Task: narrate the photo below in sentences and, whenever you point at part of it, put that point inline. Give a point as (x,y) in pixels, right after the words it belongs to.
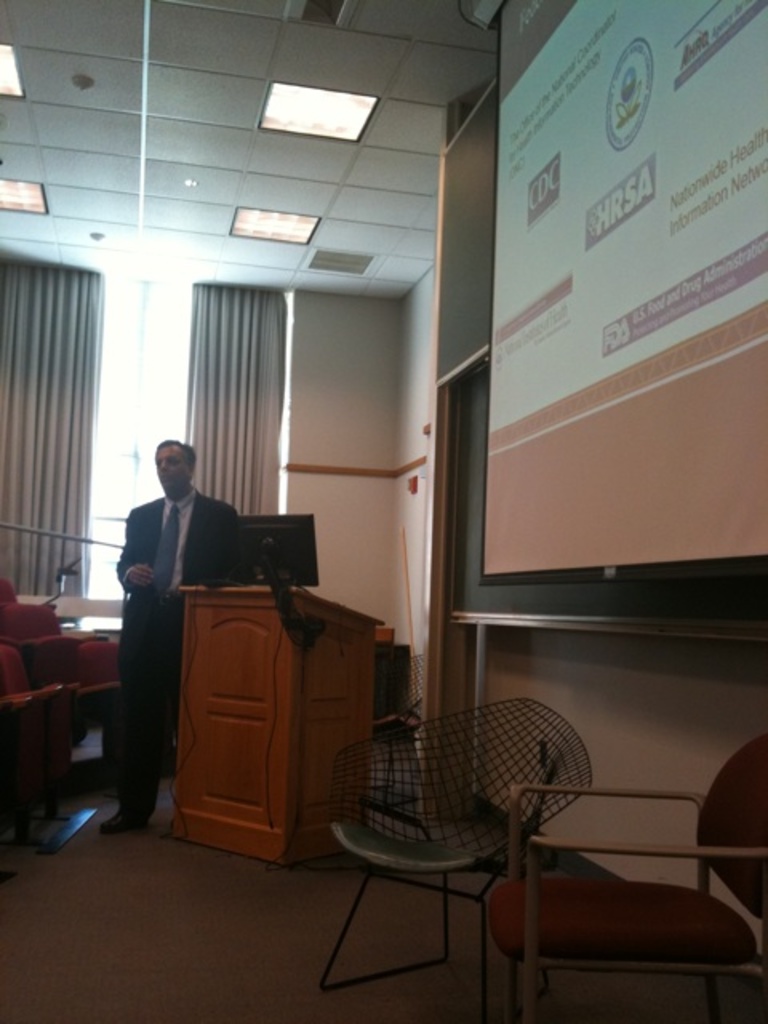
There are two chairs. There is a person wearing a suit (170,639). There is a screen (495,580) at the right side of the image (760,205). At the top of the image (248,204) there is a roof (194,180).
